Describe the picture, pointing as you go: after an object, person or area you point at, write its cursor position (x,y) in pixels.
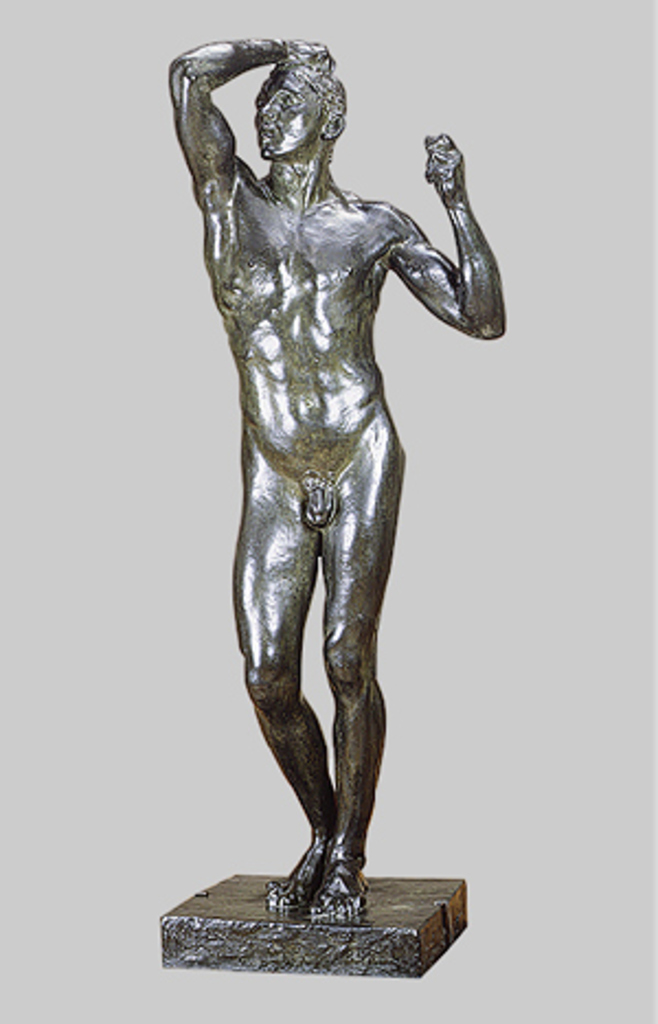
This picture consists of a statue (308,598) in the image.
